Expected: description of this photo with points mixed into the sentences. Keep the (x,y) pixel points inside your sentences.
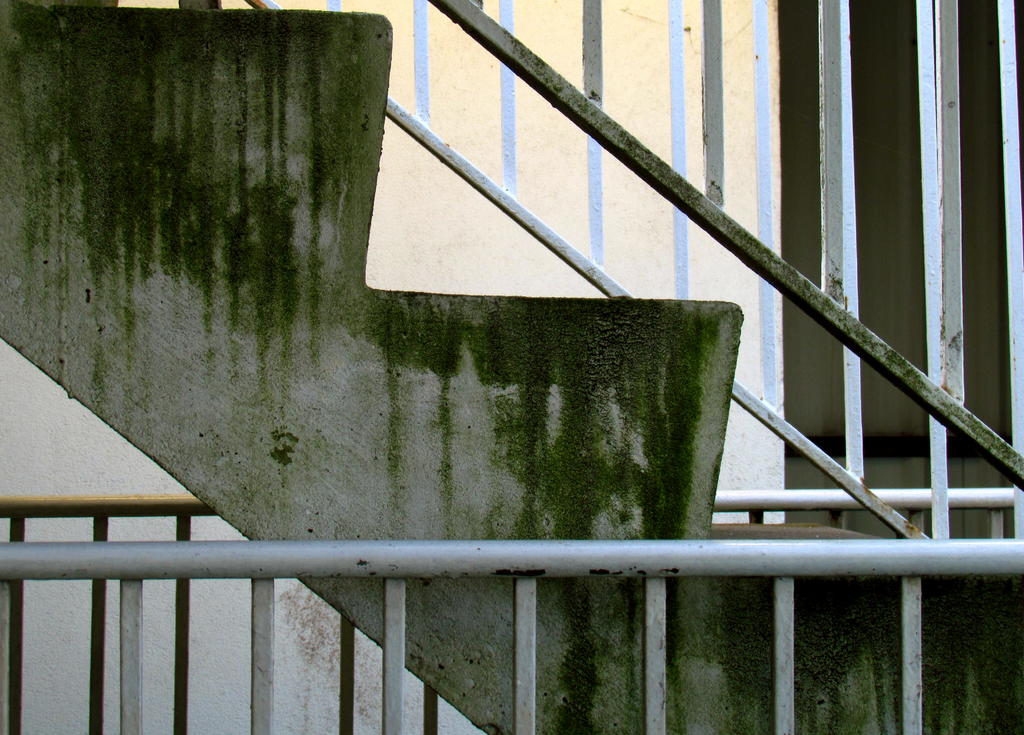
In this image there are stairs (370,416). On the stairs (255,182) there is some algae (387,325) and there is a railing (735,234).
